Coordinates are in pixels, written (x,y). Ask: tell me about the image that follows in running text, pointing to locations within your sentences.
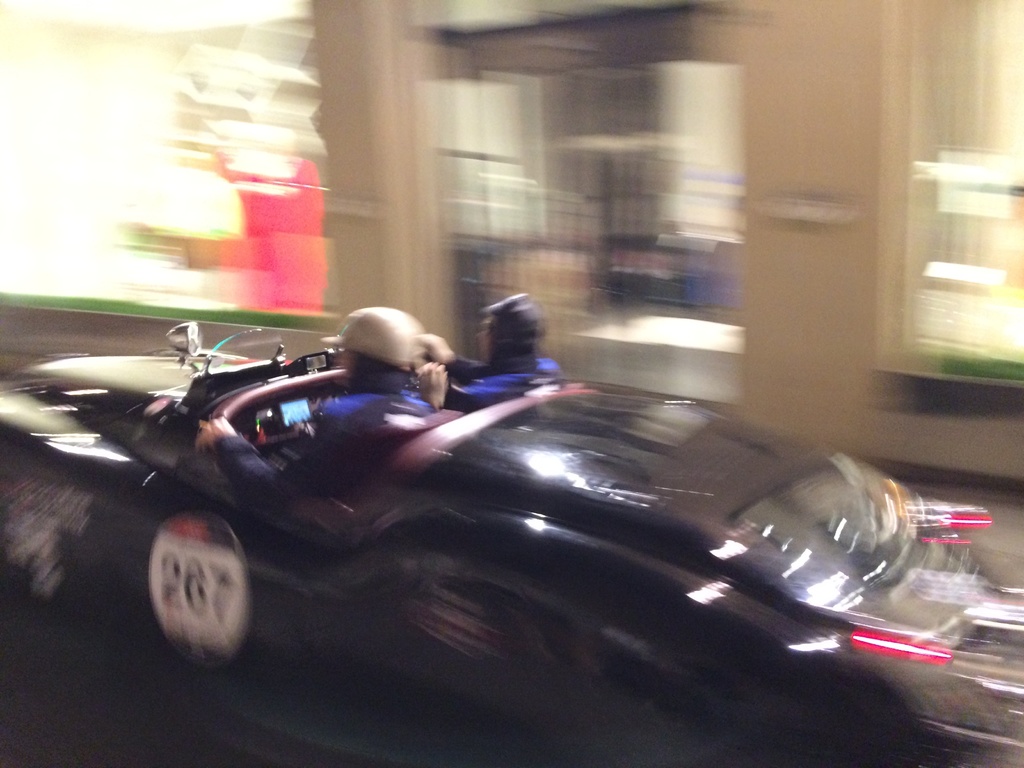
In the foreground (490,353) I can see two persons (428,349) in a car (280,366) on the road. In the background (961,289) I can see buildings (840,245) and lights (156,174). This image is taken may be during night.
